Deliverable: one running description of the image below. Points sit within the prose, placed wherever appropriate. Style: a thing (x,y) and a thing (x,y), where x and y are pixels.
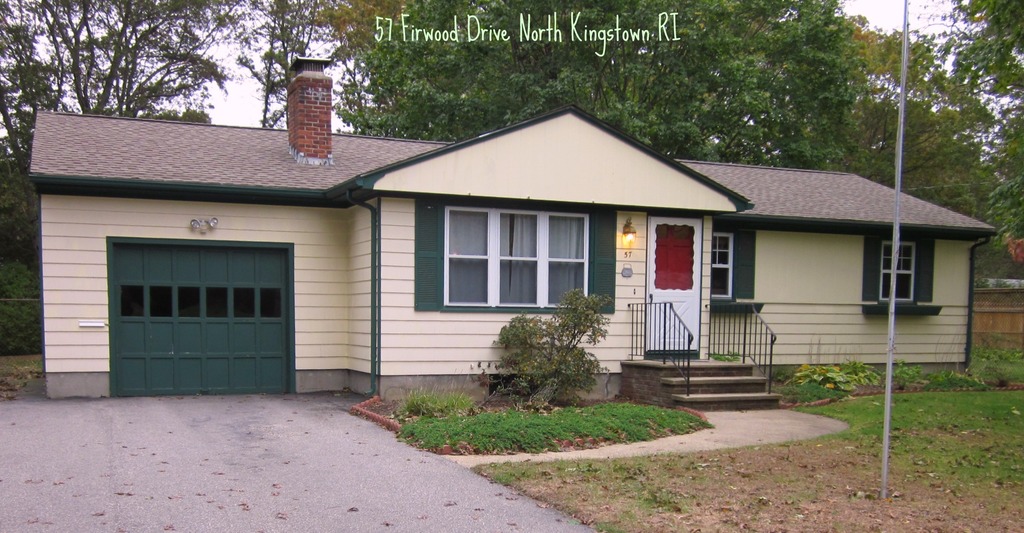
In this image I can see there is a house (605,268) and there is a door (677,260), it has few windows (505,282) and there is some grass (911,411) on the floor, there are a few plants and there are few trees (358,26) in the backdrop of the image (327,29) and the sky (915,11) is clear. There is something written on the top of the image (387,32).
